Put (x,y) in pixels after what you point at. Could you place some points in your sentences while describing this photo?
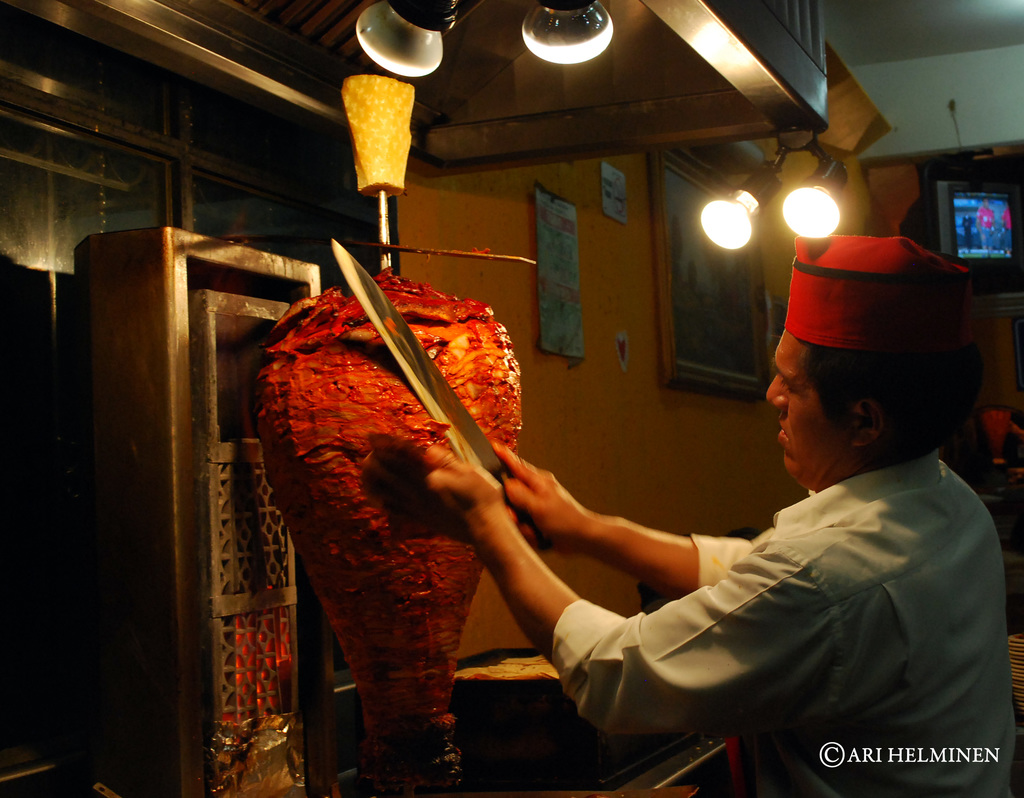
On the right side of the image (701,663) we can see a man (556,588), he is holding a knife (396,324), in front of him we can see meat (335,470), in the background (412,4) we can find few lights (412,18), television (952,210) and few frames (691,282) on the wall (529,271), at the right bottom of the image (928,762) we can see some text (890,745).
